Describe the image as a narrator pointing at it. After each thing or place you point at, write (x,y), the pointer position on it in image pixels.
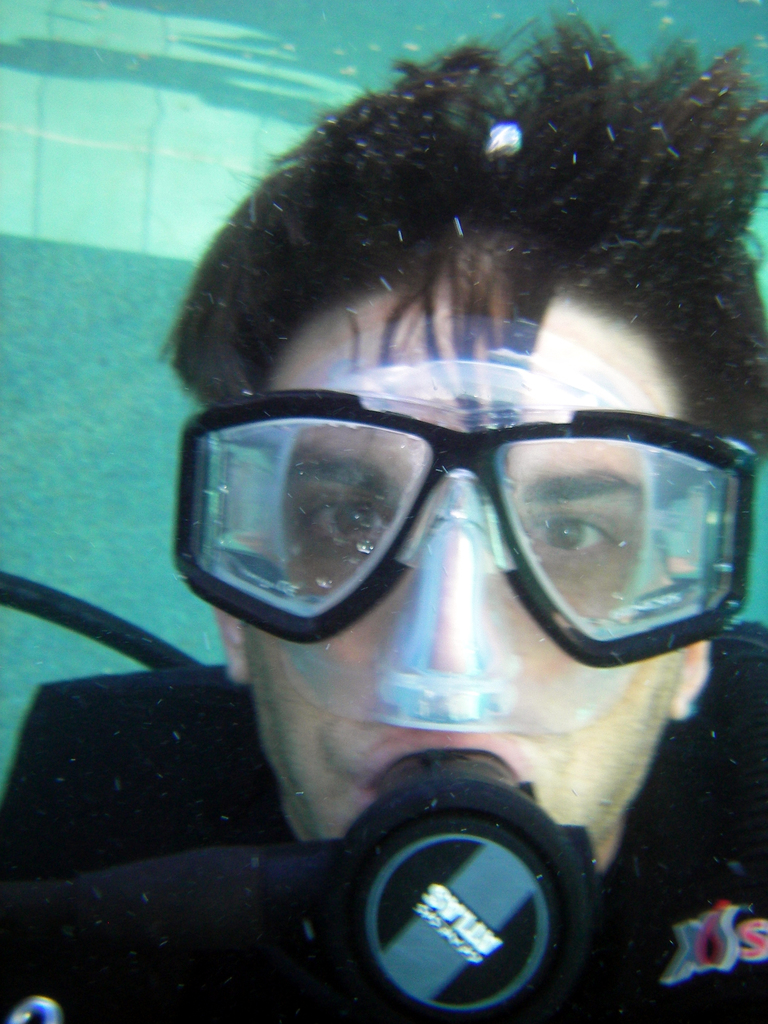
In the foreground of this picture (379,369) we can see a person (298,353) seems to be in the water body (103,596) and the person (576,668) is wearing the diving mask (346,614) and diving regulator (338,873) and we can see some other objects (6,886).
